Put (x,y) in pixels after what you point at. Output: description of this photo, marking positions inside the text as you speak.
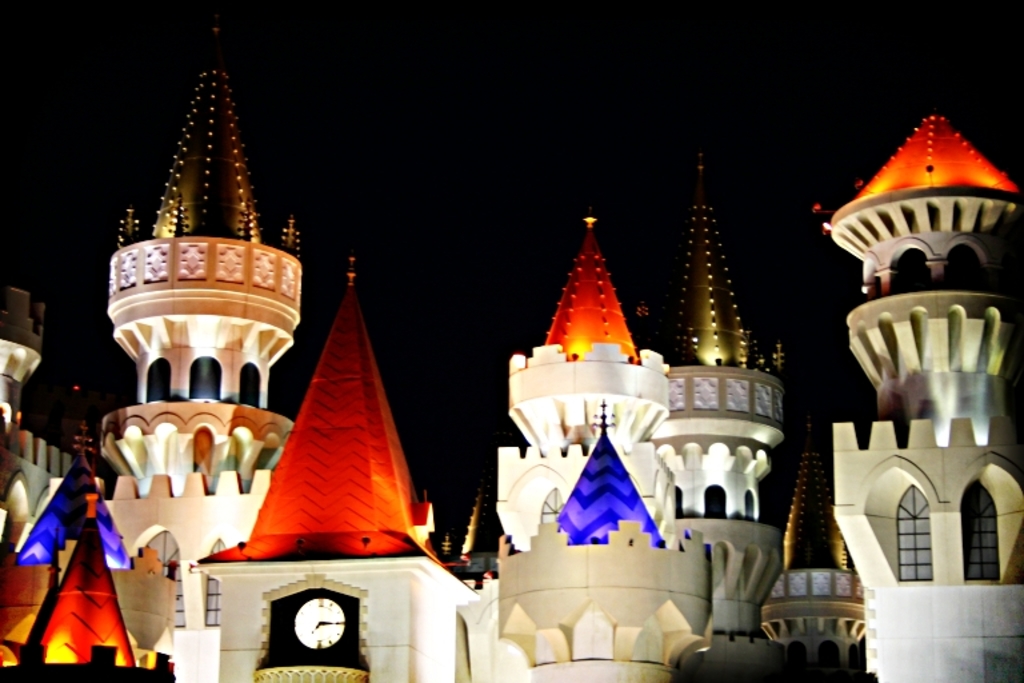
At the bottom of the picture (293,563), we see the clock tower (354,580) and beside that, we see a castle tower (563,498). There are many buildings (730,314) in the background (732,346). At the top of the picture (450,104), it is black in color. This picture might be clicked in the dark.
